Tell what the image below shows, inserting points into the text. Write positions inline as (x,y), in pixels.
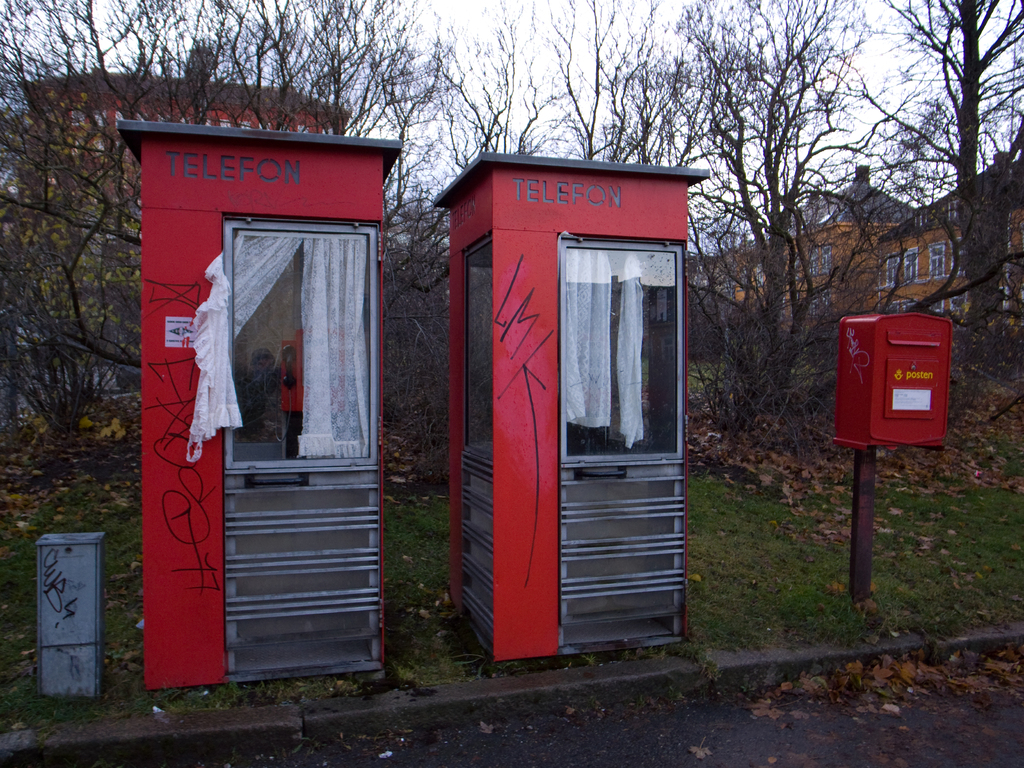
In this image we can see two telephone booths (333,586) placed on the ground (152,692) with curtains (629,435) and doors (563,592). To the left side of the image (50,643) we can see a metal box (70,579) on the ground (622,751). To the right side (904,416), we can see a post box (895,425). In the background (954,271), we can see a group of buildings (831,225), trees (1002,285) and the sky (559,72).
